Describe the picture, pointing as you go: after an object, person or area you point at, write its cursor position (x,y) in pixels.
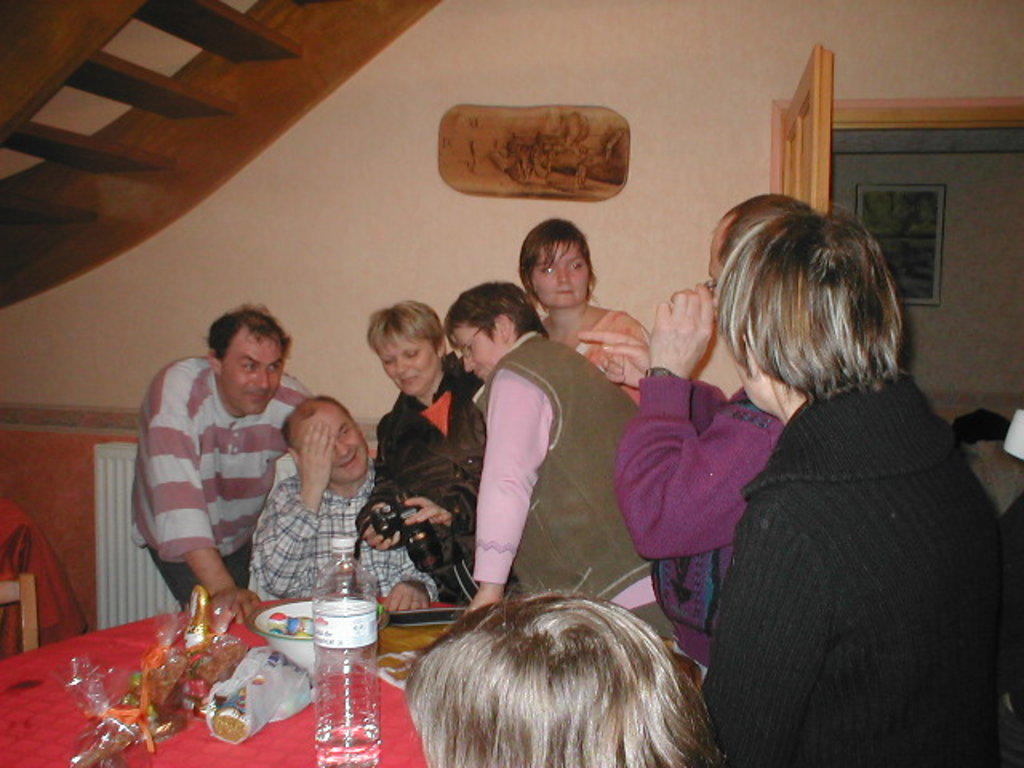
there are so many people (890,498) around the table (277,725) and woman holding the camera (387,522) with the bowl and water bottle (328,763) and some things (84,751).
